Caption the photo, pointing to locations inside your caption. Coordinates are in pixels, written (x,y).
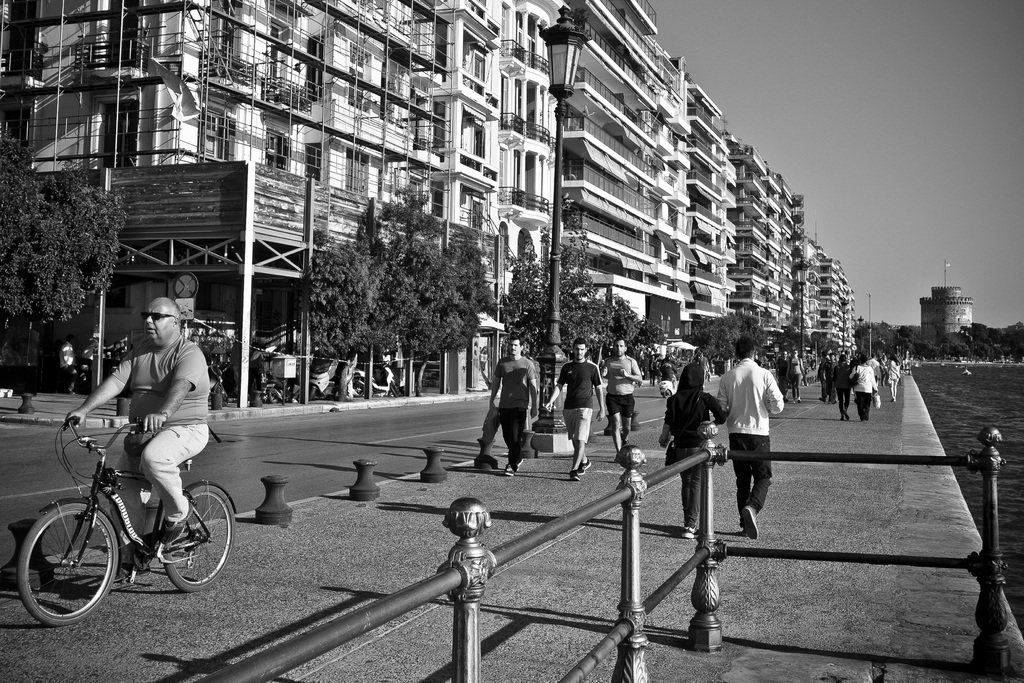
In the picture there is a foot path (439,532) and many people (834,378) are walking on the footpath (230,581), to the right side (1004,400) there is a river (1021,428), to the left side (246,452) there is a road (405,415), beside the road (388,424) there are lot of trees (435,322) behind them there are big big buildings (673,69) in the background (820,111) there is a sky (866,116).
